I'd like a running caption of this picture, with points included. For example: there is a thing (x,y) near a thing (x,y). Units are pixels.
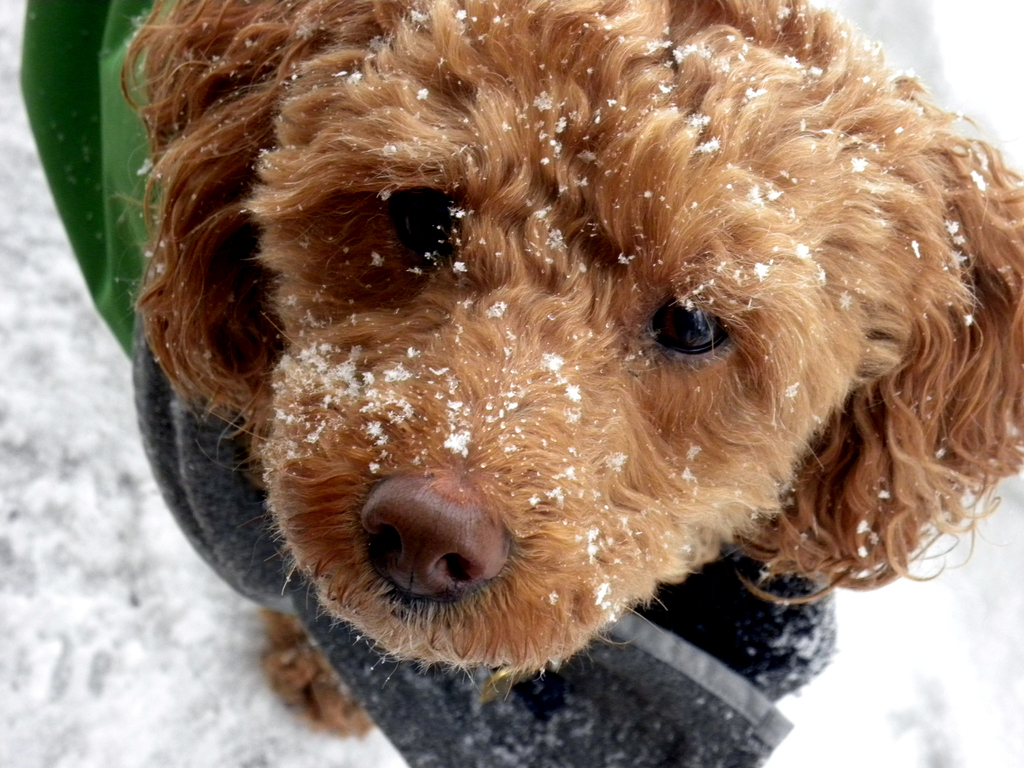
In this image I can see a dog (608,404) which is in brown color. I can see a green and black color cloth (209,466) and a snow (85,506).
